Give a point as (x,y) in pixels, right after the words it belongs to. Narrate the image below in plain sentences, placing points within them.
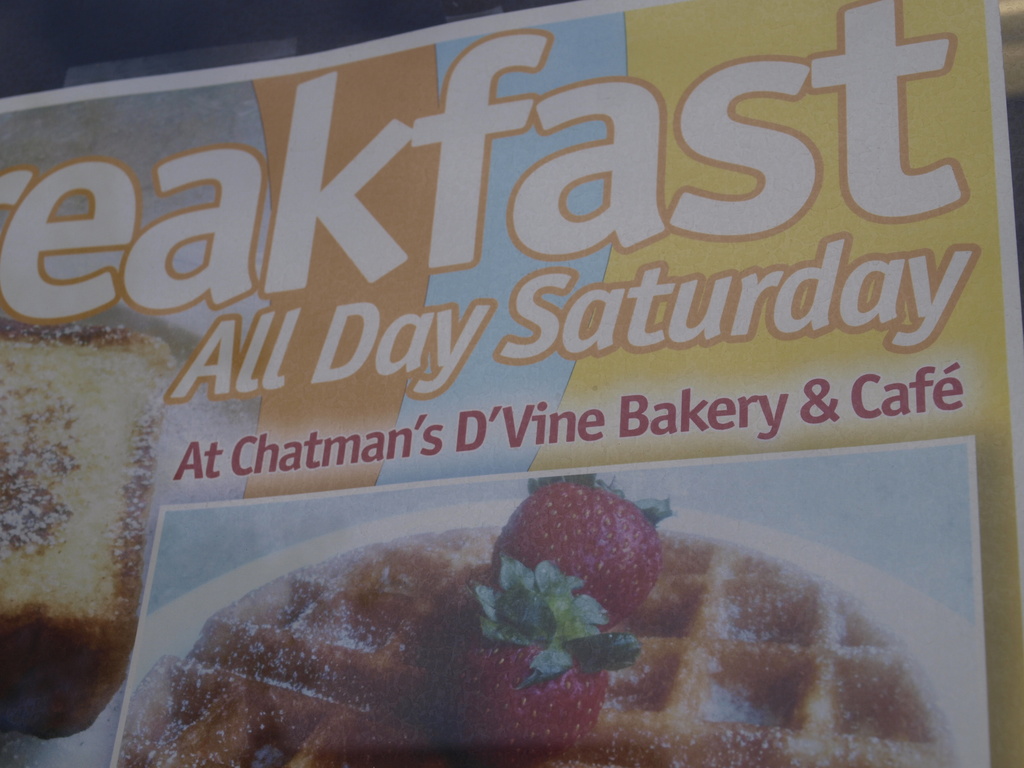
In this picture, we see a board (851,175) or a poster (525,168) in brown, blue and yellow color with some text (474,99) written on it. At the bottom (559,698), we see the poster (601,545) of a food item (512,540).
